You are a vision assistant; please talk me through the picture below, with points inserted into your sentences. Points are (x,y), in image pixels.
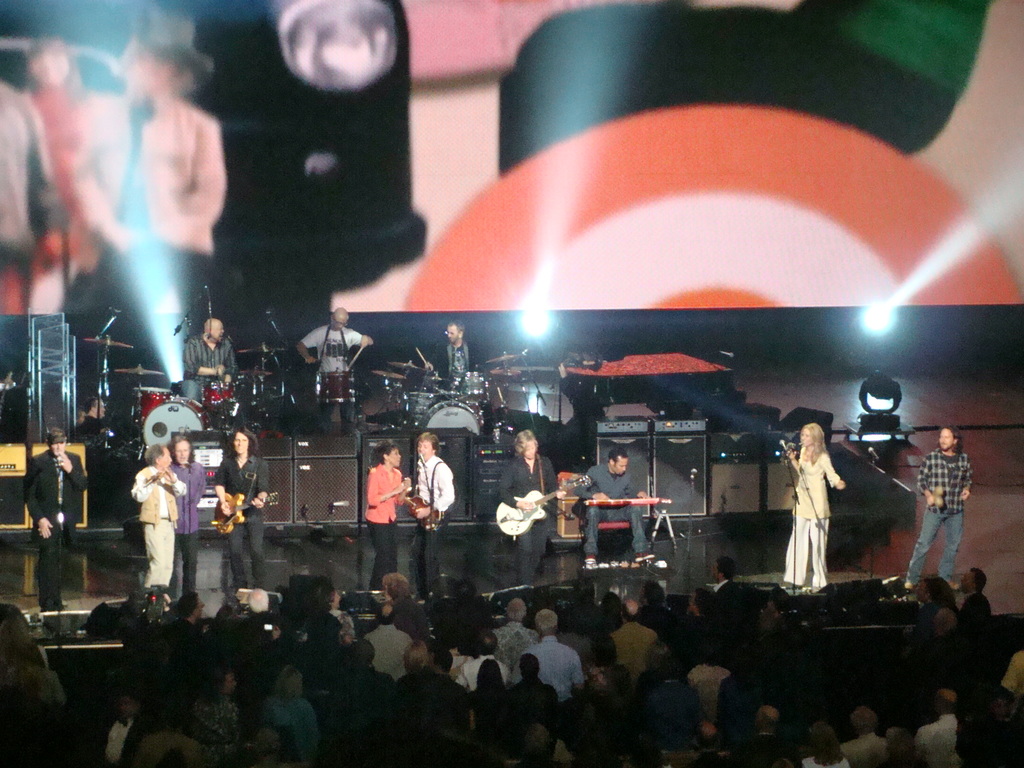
The picture is from a live concert. In the center of the picture (486,390) there is a stage (570,558), on the stage (502,552) there are lot of people (382,490) performing. In the foreground (140,620) there is a crowd (457,594) standing. In the background (314,122) there is a screen (729,188).
